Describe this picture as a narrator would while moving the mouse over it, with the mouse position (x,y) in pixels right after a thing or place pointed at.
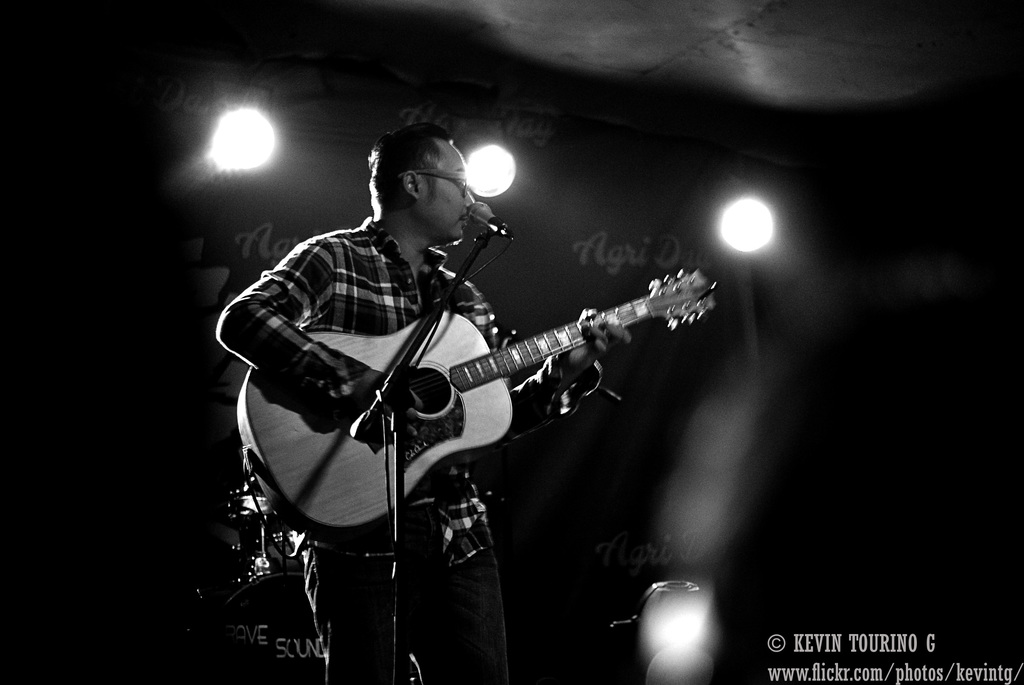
He is standing. He is playing a guitar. He is wearing a spectacle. We can see in the background (590,465) banner (313,165) and lights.
